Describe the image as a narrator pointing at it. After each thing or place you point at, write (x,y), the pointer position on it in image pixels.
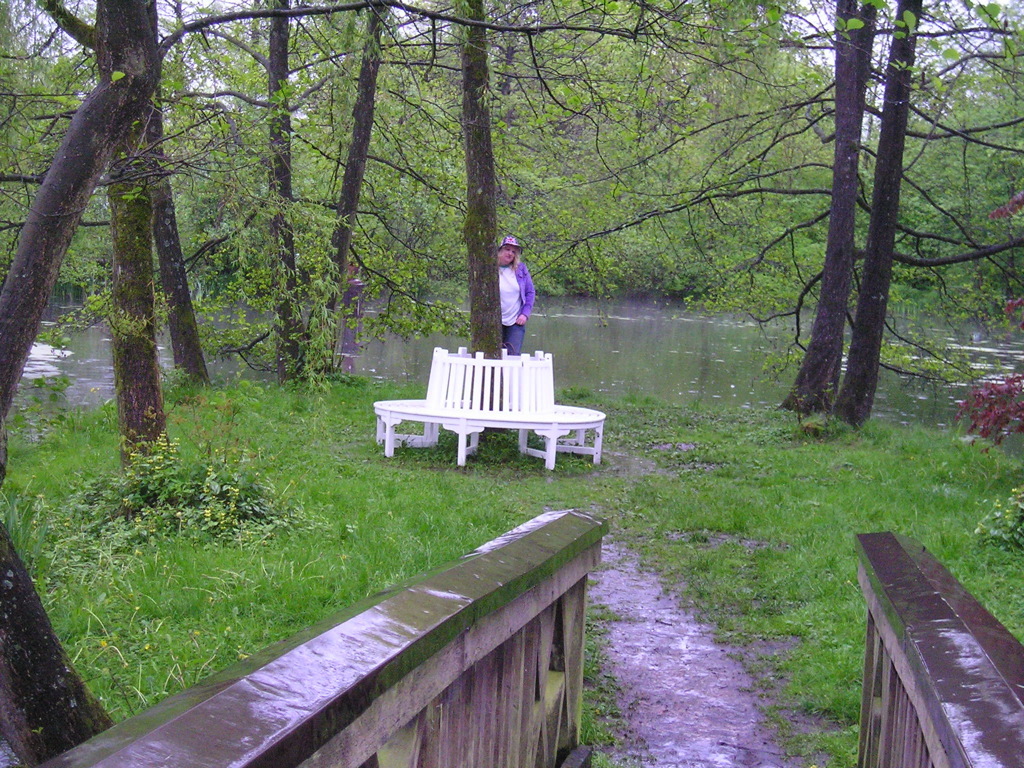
In this image we can see few trees (525,218), a person (528,304) standing behind the tree (482,285), a bench (505,403) near the tree (476,345), there are railings (934,660), grass (718,502), water (647,333), and the sky (823,14) in the background (653,322).
